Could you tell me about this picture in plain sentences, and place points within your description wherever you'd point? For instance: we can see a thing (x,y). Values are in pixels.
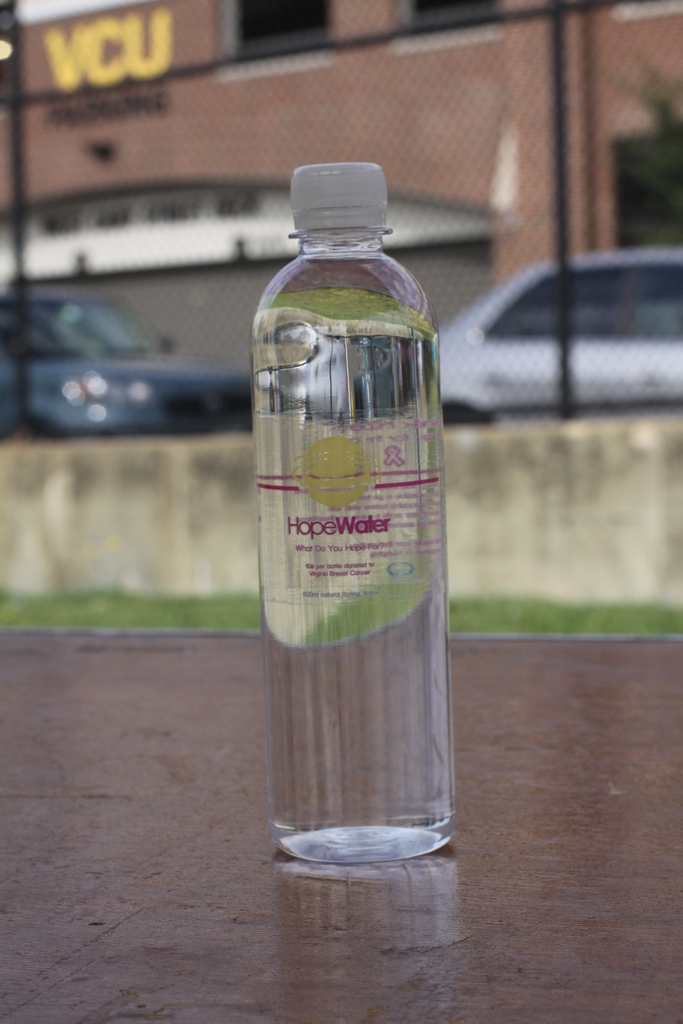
This bottle (355,350) is highlighted in this picture. Far there are vehicles (545,321). This is a building (402,111).
